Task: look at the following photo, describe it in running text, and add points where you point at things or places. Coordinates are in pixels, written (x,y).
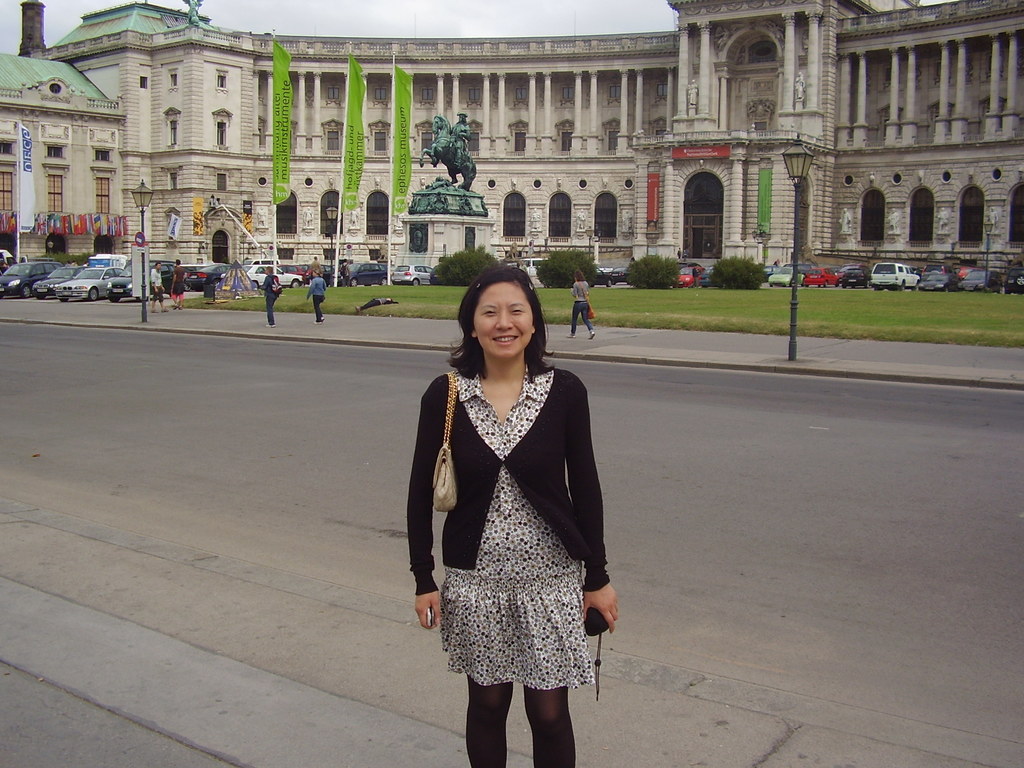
In this picture we can observe a woman (484,508) standing and smiling. She is wearing black and white color dress (484,557). Behind her there is a road (377,445). We can observe some people (270,324) walking on the footpath (290,326). There are two street light poles (144,294). There are some cars (76,269) parked. We can observe a statue of a horse (448,156). In the background (269,151) there is a building (319,144) and there are three green color flags (285,82). We can observe a sky (400,12) here.
